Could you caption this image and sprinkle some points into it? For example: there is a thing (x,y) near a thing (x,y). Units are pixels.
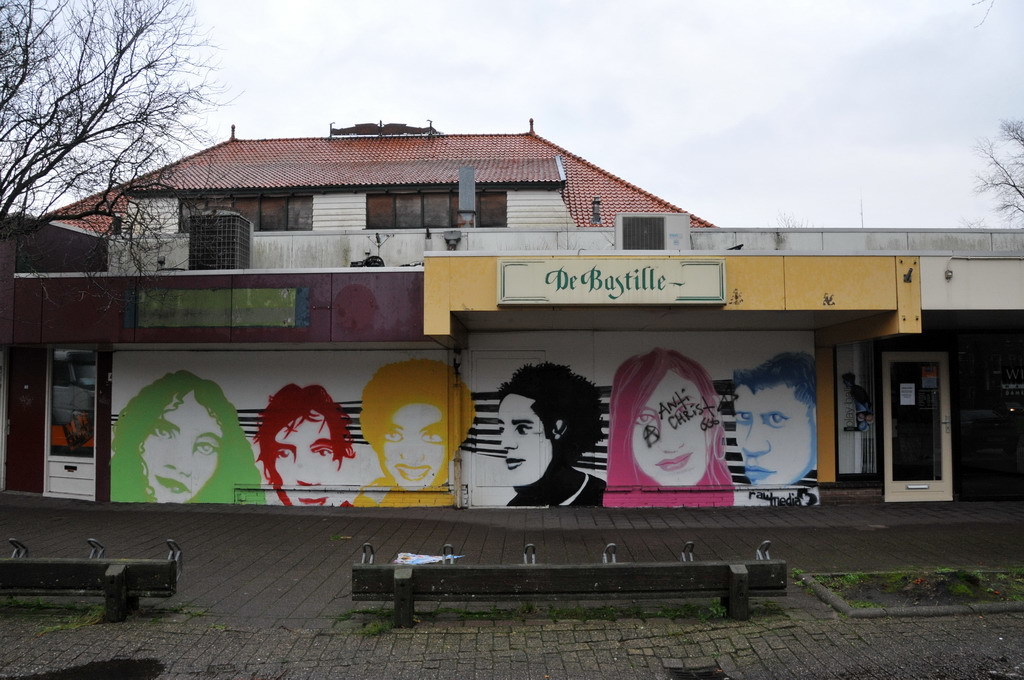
In the image we can see the house (555,246) and windows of the house (598,193). Here we can see the trees (142,58), grass (865,576), footpath (330,597) and the sky (674,64).
